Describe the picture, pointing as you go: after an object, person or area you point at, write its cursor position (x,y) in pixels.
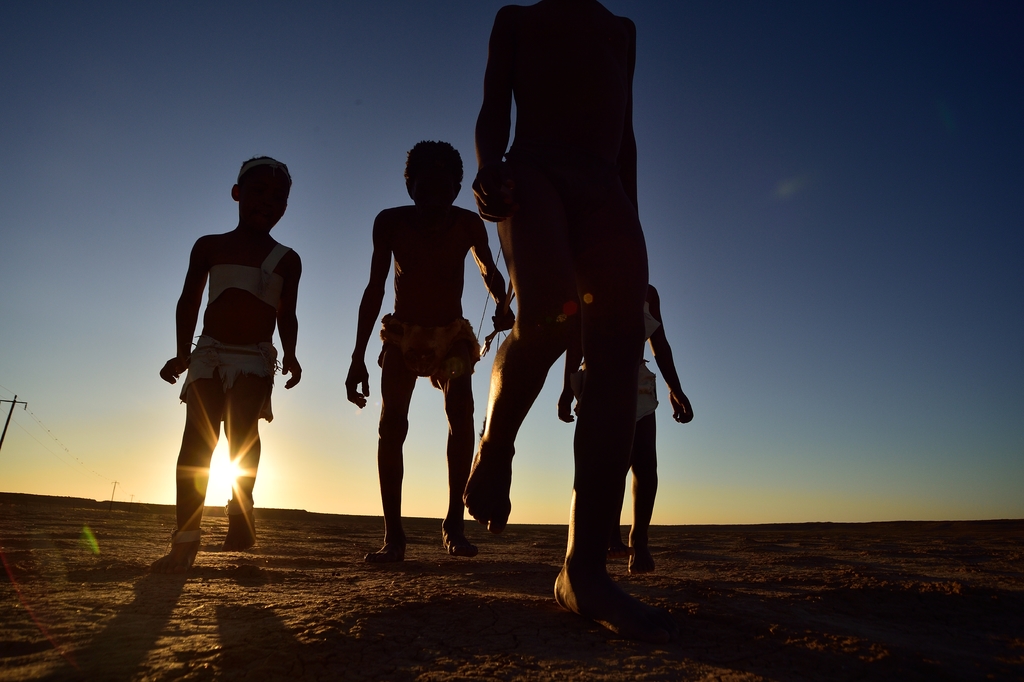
In this image we can see there are people (585,373) walking on the ground (158,536). And at the back (79,493) we can see current pole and the sky (303,148).
